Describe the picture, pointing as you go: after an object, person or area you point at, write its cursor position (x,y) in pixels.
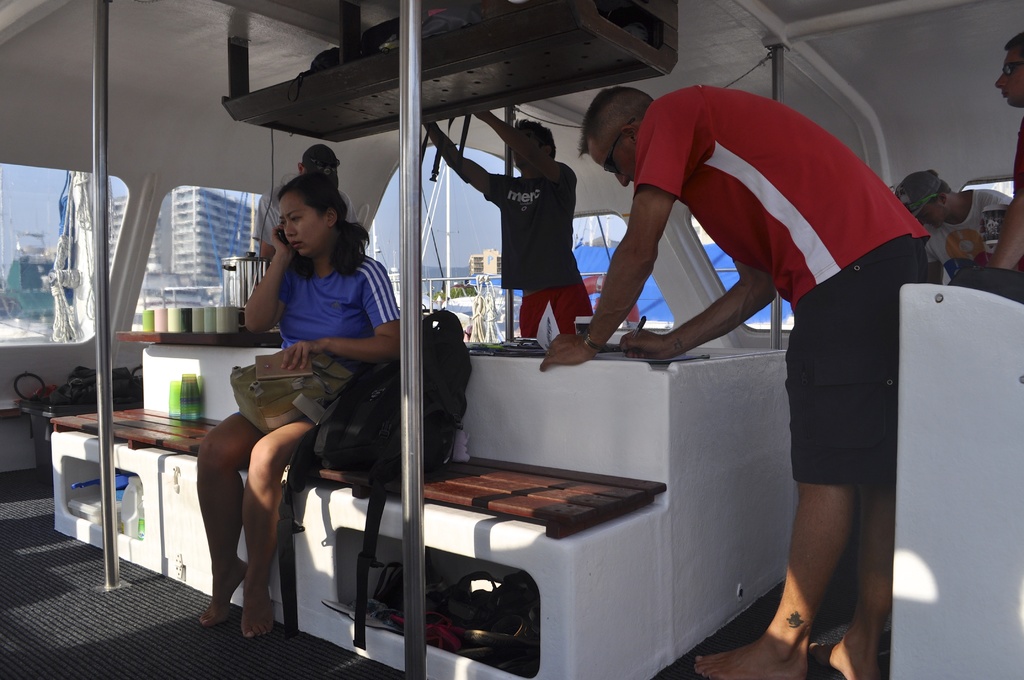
In this picture there is a woman (262,327) sitting and holding the book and device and there is a man (830,209) standing and writing and there are objects (84,380) on the bench (594,533). At the back (987,252) there are group of people (969,252) standing and there are cups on the table (686,384). At the top (389,28) there are objects (455,7) in the shelf (549,38). At the back (191,245) there are buildings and there might be boats (499,330). At the top (468,212) there is sky (427,203). At the bottom (254,665) there is a floor (210,662).
